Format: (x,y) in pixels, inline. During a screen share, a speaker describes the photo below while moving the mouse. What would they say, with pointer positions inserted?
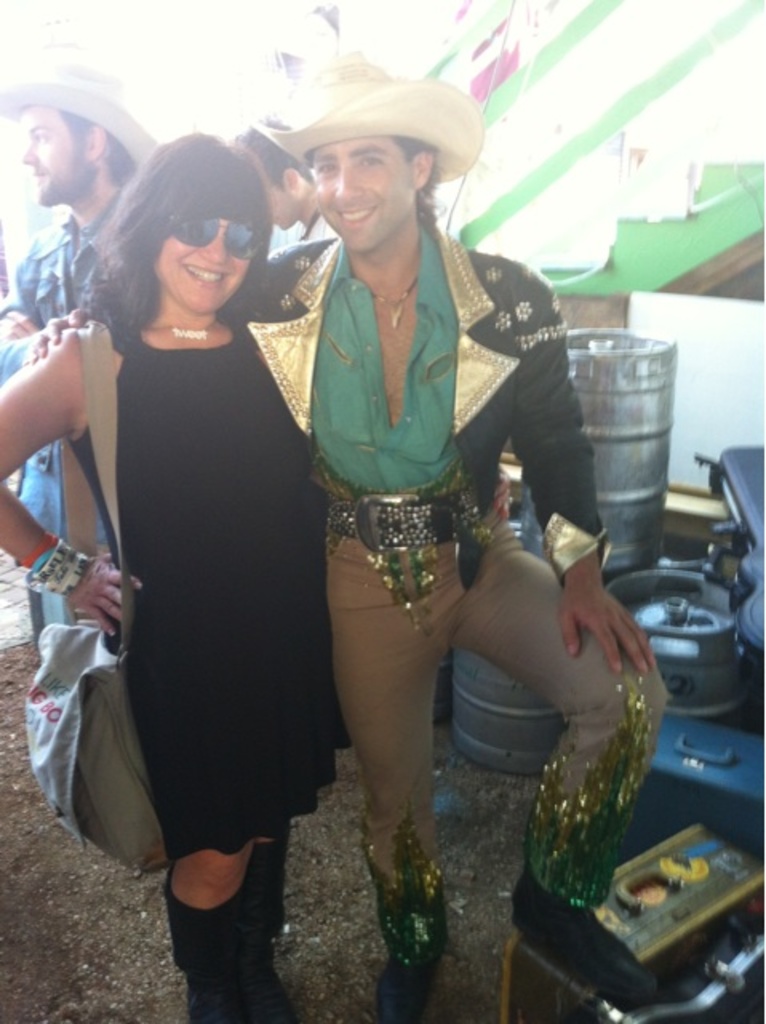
In the foreground of this image (231,552), there is a woman (217,563) in black dress (209,596), man (448,489) in grey and green dress (404,466). In the background (47,126), there are suitcases (706,889), containers (707,680), a person (47,173) standing behind and stairs (632,232).
